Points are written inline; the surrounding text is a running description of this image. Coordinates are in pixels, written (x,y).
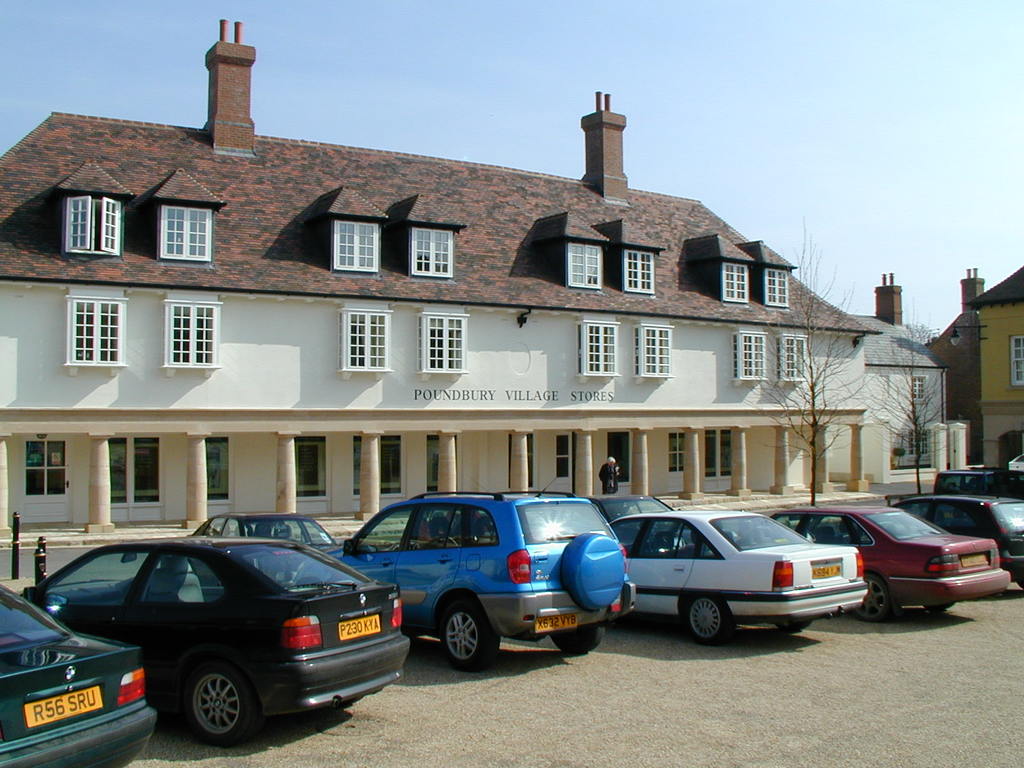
In this picture we can see cars (976,563) in the front (472,670), in the background (1005,404) there are buildings (970,336), we can see trees (821,425) and a person (610,465) in the middle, there is the sky (888,36) at the top of the picture (869,57).
